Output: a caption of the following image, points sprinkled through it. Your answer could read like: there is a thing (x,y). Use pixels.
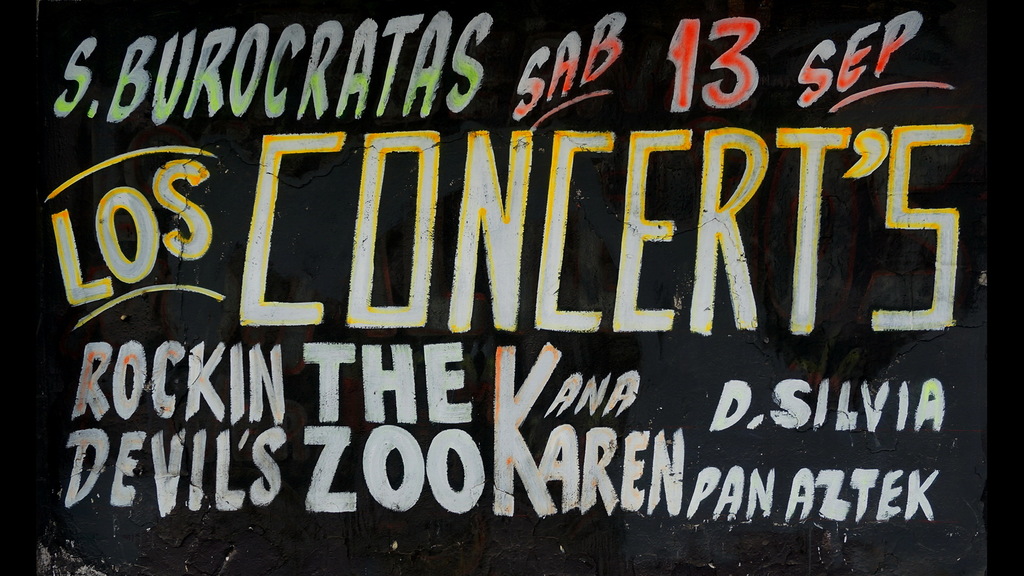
In this image I can see a black board (843,493). Something is written on the blackboard (209,377).
